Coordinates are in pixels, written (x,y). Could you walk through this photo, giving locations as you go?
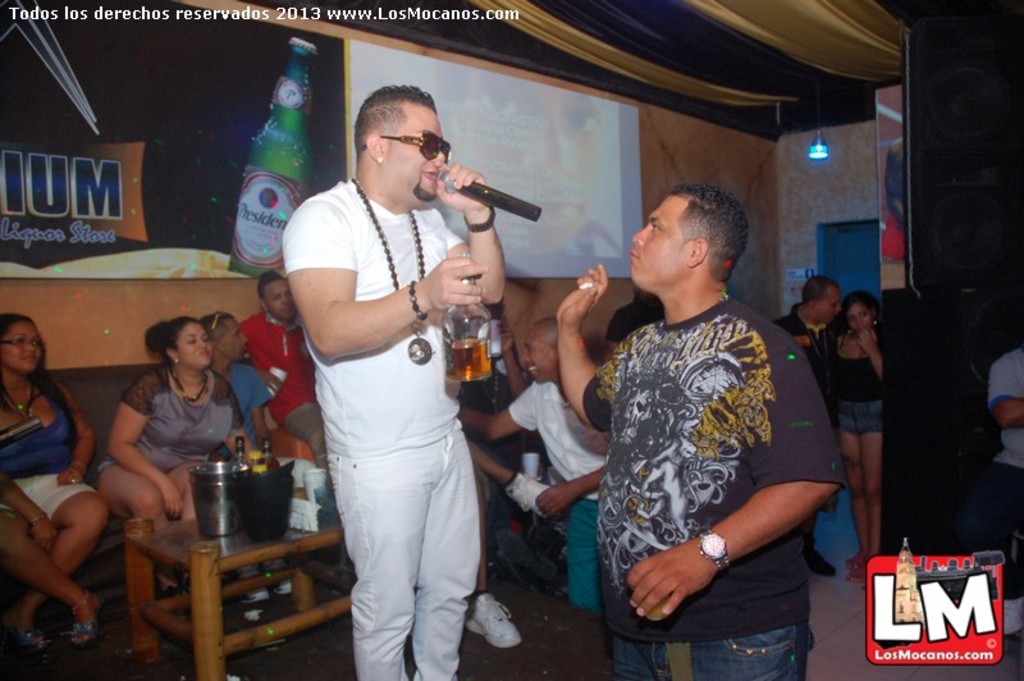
In this image we can see men (462,515) standing on the floor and one of them is holding a beverage bottle (468,305) in one hand (452,283) and a mic (450,187) in the other hand (454,200). In the background (159,411) we can see people (198,425) sitting on the couch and standing on the floor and a side table (196,551) on which beverage bottles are placed on it.
